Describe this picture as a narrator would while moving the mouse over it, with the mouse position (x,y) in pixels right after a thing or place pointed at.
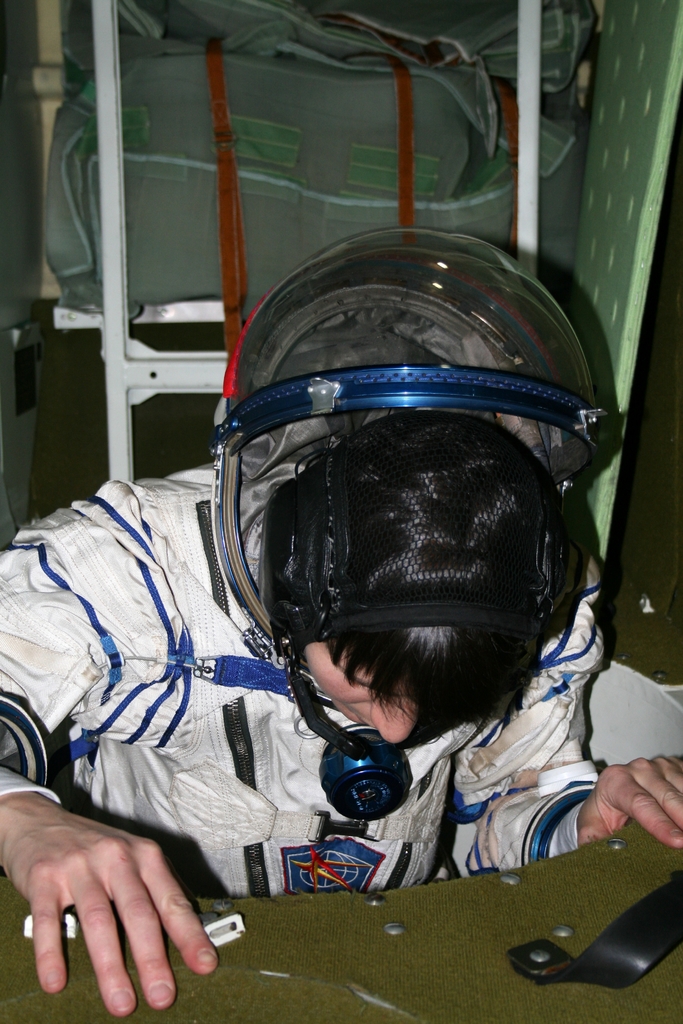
In the image there is a man (137,611) with space suit (366,851) and helmet (352,367) on his head (347,517). In front of him there is a green surface (641,895). Behind him there are white poles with bags (252,181) in it.
